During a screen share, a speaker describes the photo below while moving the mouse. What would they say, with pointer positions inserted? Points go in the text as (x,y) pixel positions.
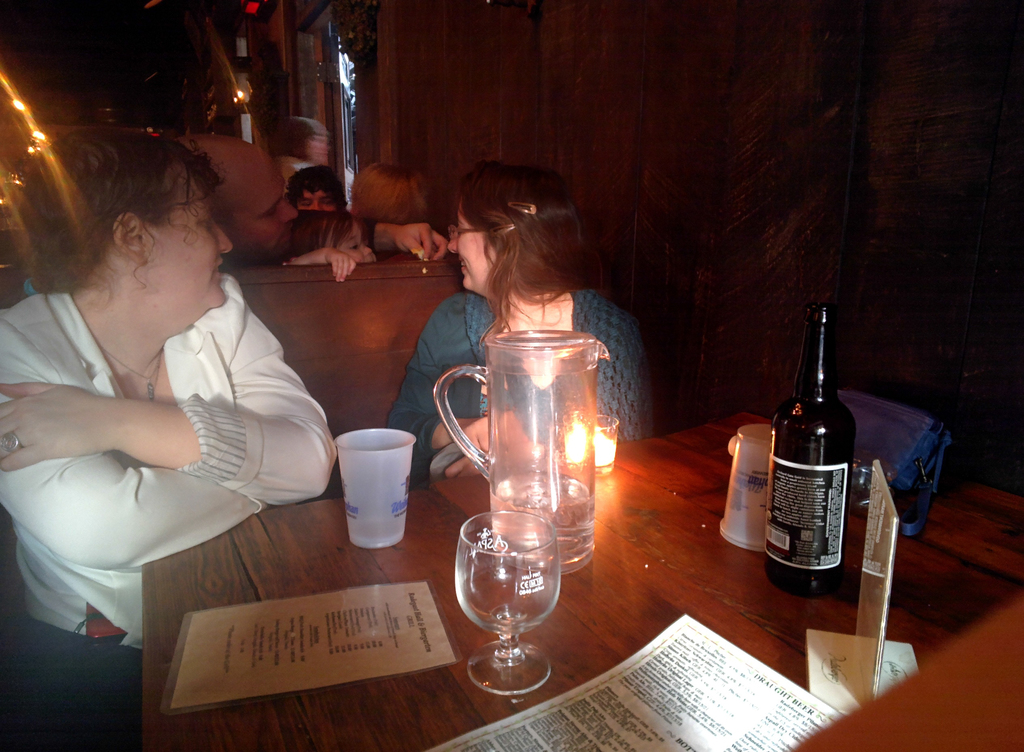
In this image we can see two women (132,255) sitting on a bench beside a table (289,570) containing a jar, bottle (835,548), some glasses (503,586), a bag (913,442), a stand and some papers (668,684) placed on it. On the backside (255,234) we can see a group of people (329,243) and some lights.
